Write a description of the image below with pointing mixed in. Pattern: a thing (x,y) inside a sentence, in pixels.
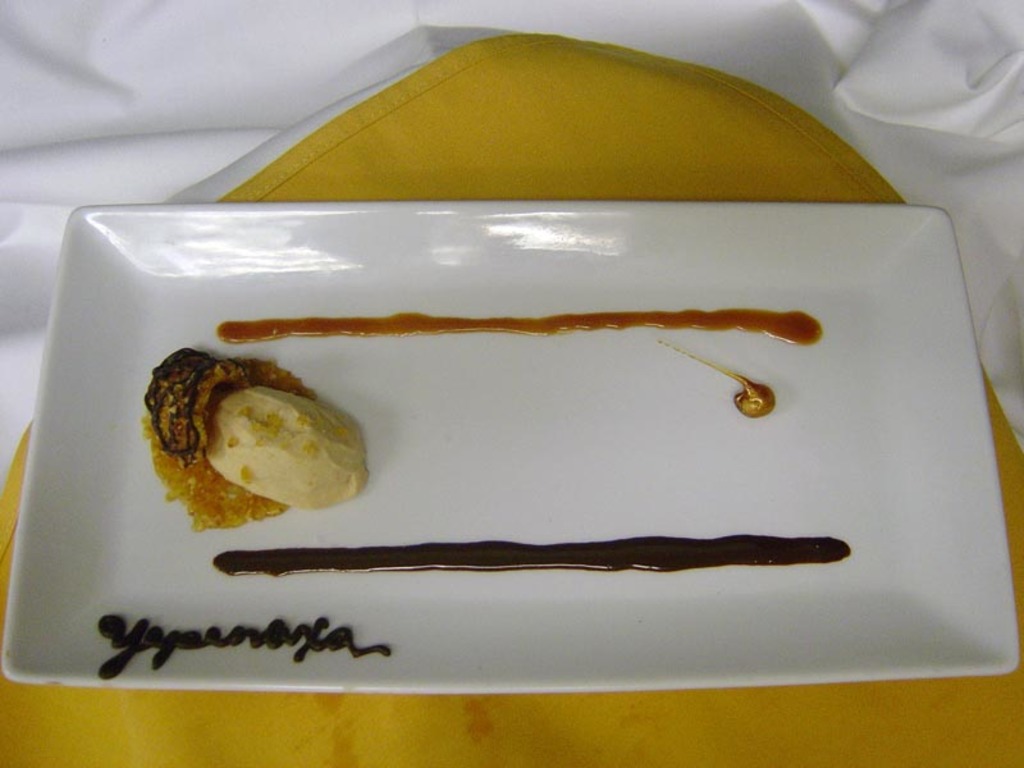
In this image, there is a yellow color cloth (403,767), on that there is a white color plate (133,324), in that plate (693,672) there is some food (174,470), and there is something written with cream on the plate (735,644).
